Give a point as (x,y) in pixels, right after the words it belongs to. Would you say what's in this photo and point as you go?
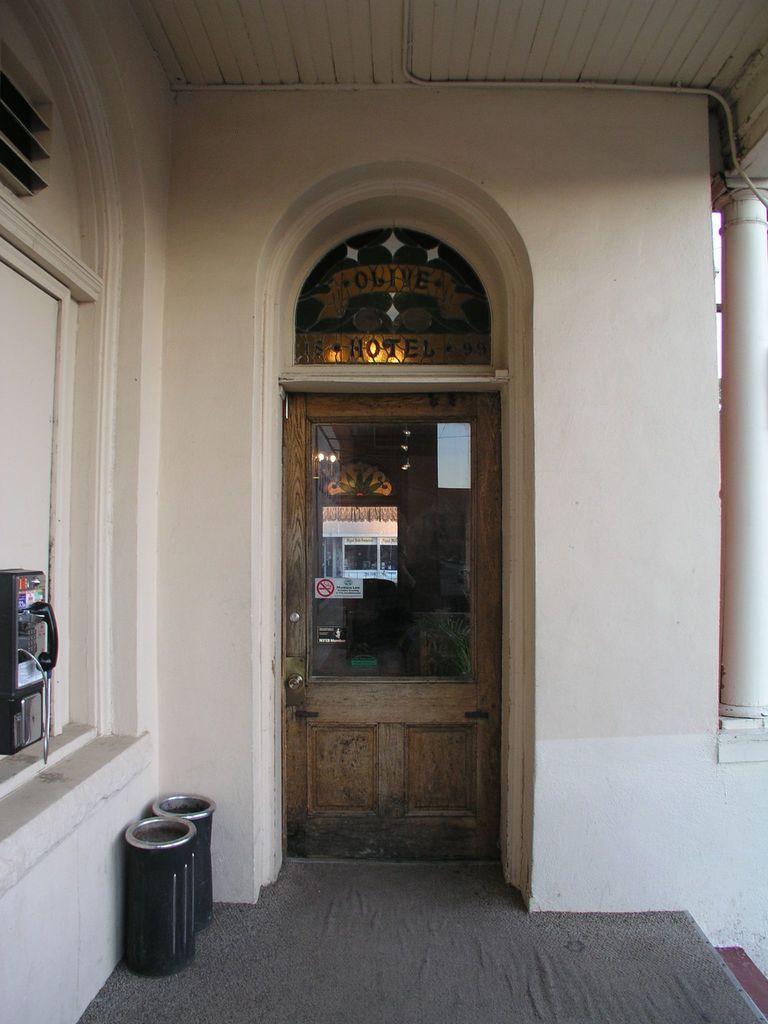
In the center of the image (284,542) there is a door (366,607). There is wall (638,482). To the left side of the image (185,815) there are bins (137,850). There is a phone box (19,579) on the wall (85,454). At the top of the image (186,62) there is ceiling (498,56).
